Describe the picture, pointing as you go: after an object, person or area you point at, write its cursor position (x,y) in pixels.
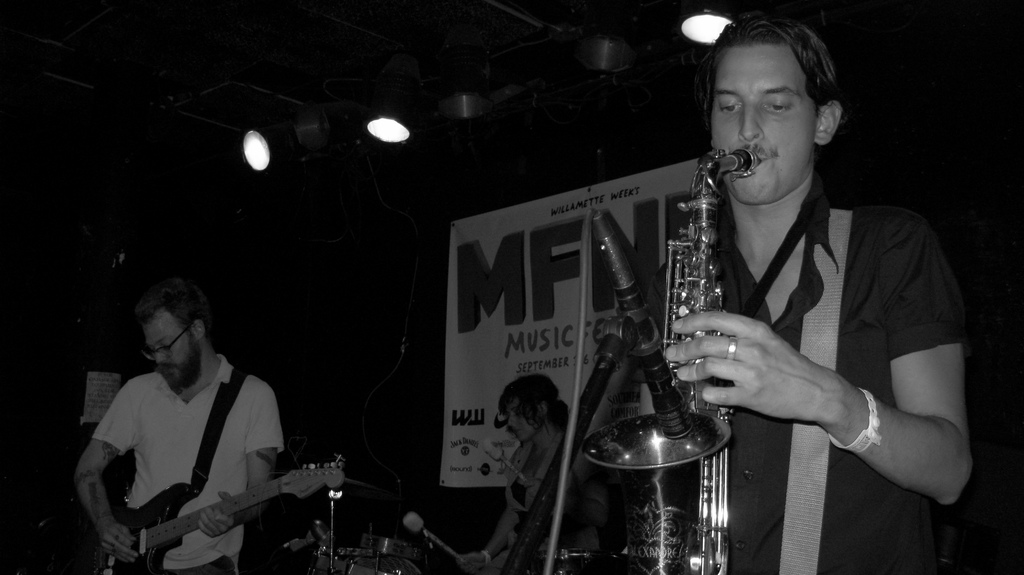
There are 3 people (741,259) here playing musical instruments (158,536). On the roof (625,39) we can see lights (271,141). On the wall (566,140) there is a banner (522,254).
